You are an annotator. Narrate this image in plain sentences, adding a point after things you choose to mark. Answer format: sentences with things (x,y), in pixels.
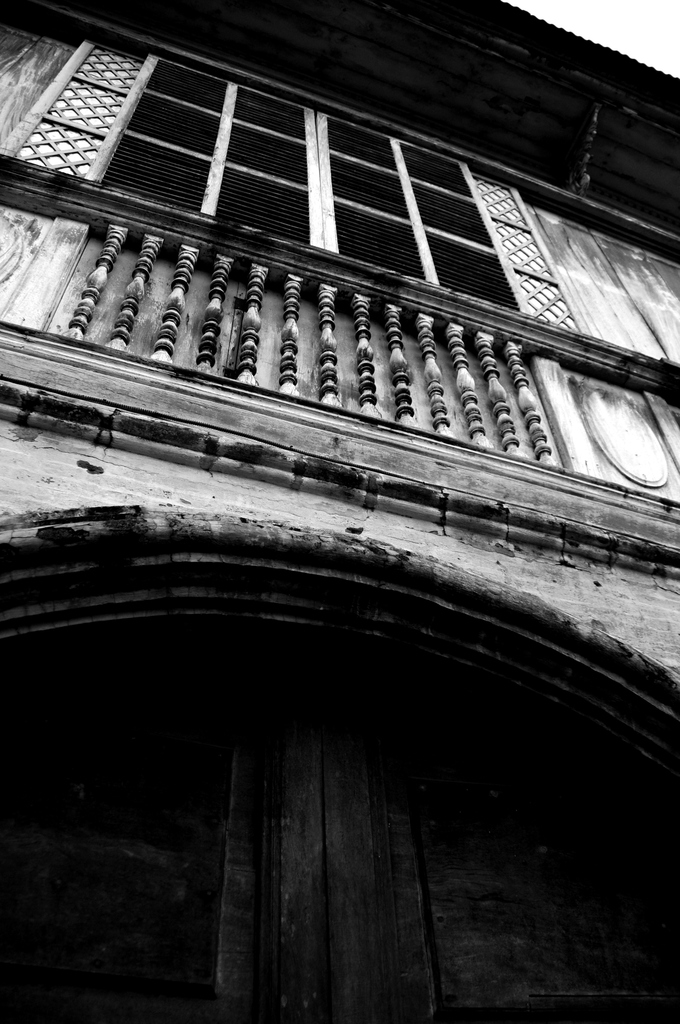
In this picture I can see there are doors (297,927) at the bottom (330,927). In the middle (400,407) there is a railing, this image is in black and white color.
